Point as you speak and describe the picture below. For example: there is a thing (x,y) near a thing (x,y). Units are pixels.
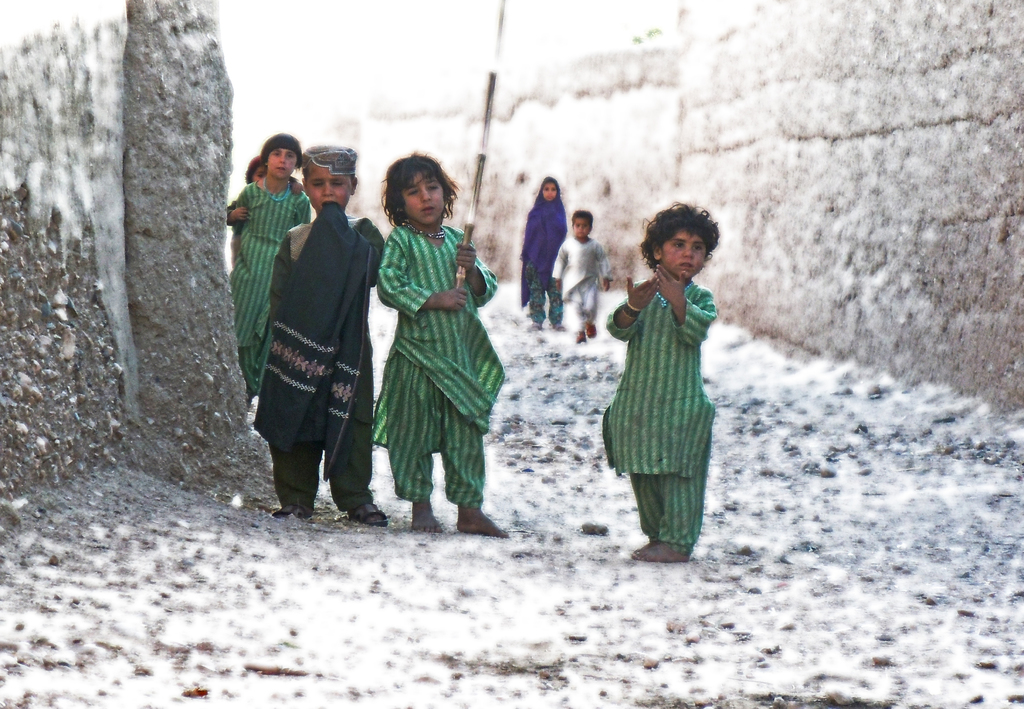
In this image there are children's (467,374) standing and walking on the surface (488,439), one of them is holding a stick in her hand (462,304). On the right (739,174) and left side of the image (99,250) there are walls (139,226).
